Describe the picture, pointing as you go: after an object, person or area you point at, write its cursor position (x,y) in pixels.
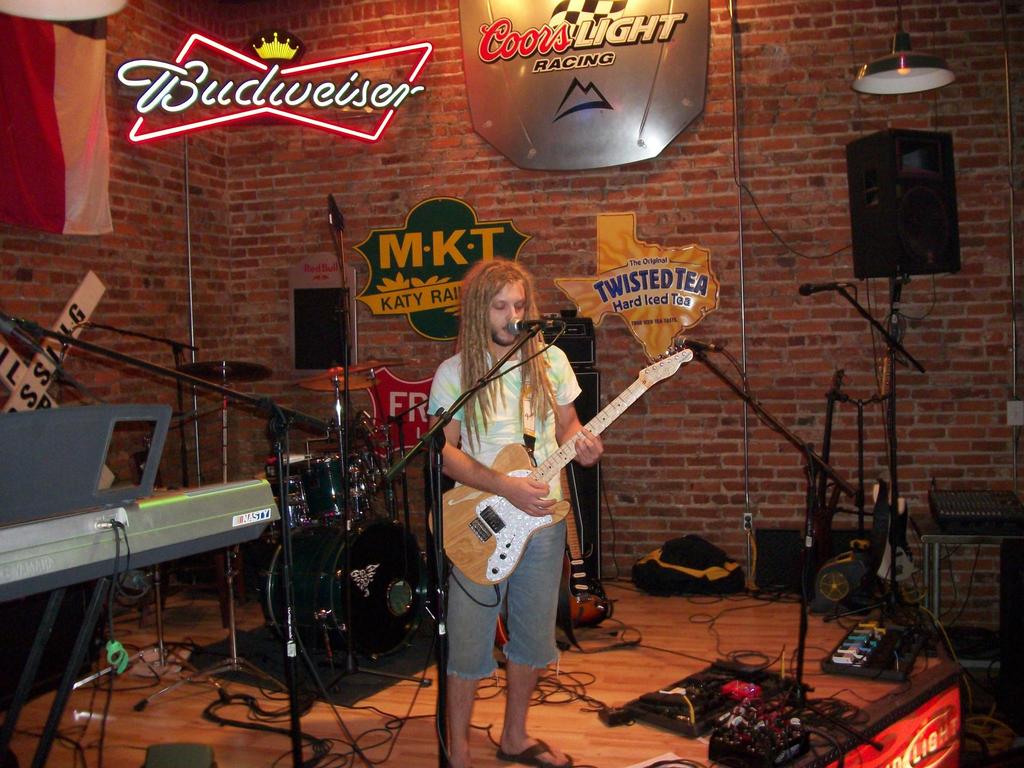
In this picture we can see a man (540,435) is standing and playing a guitar (547,512), there are some microphones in the middle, on the left side (215,514) there is a piano (150,515), on the right side (893,245) there is a speaker (902,256), we can see cymbals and drums (364,567) in the middle (342,371), at the bottom (708,559) there are some wires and a bag (713,571), in the background (402,181) we can see a wall (432,163), a light (897,84) and some boards (561,85), we can see some text (577,50) on these boards (533,17).
